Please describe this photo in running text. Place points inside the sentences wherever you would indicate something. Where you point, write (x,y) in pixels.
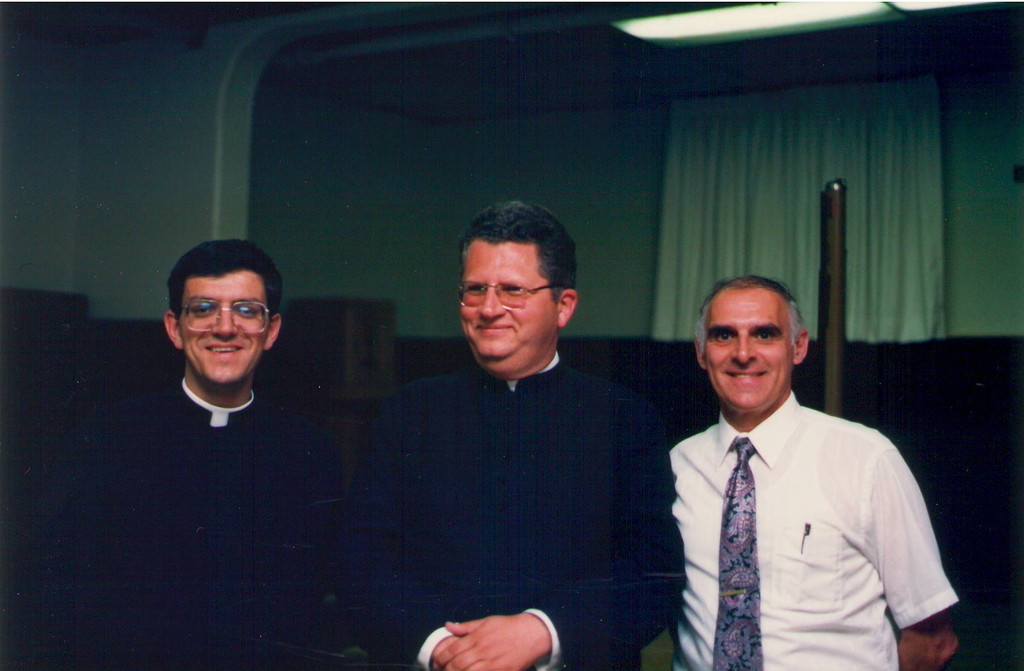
On the left side (201,548), there is a person (204,559) wearing a spectacle (204,323), smiling and standing. Beside him, there is another person (569,244) smiling and standing. On the right side (777,337), there is a person (811,545) in a white color shirt (815,503), smiling and standing. Above him, there is a light (928,5) attached to the roof (463,28). In the background (450,205), there is a curtain (848,170), a pole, a wall (813,344) and there are other objects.
